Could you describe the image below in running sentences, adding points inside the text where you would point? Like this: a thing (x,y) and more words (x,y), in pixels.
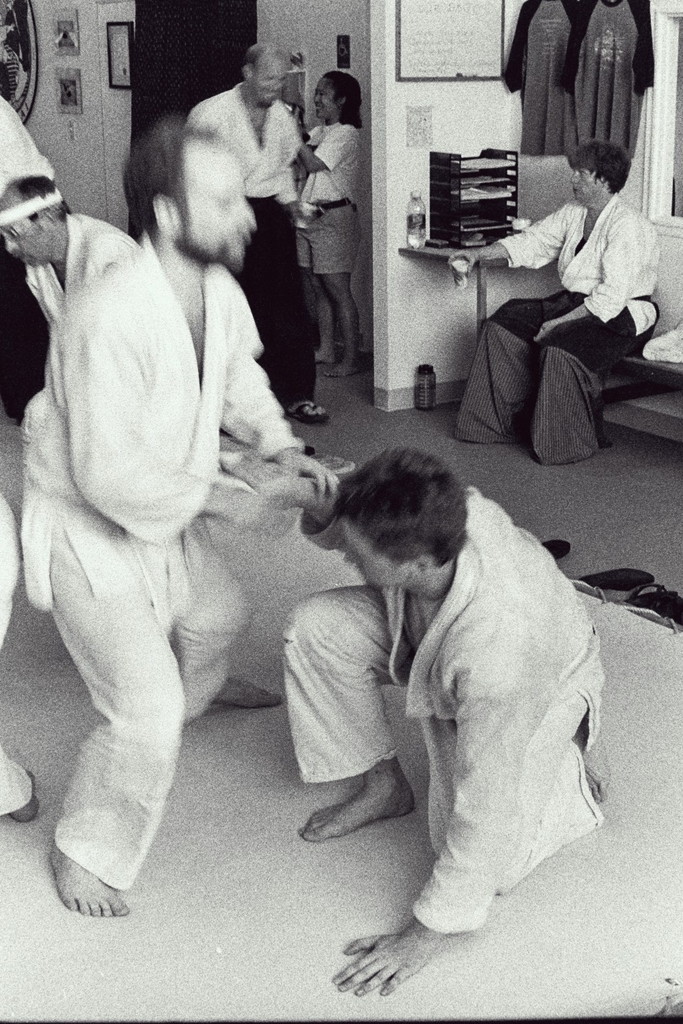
In this picture there are two persons (321,618) fighting. At the back (295,253) there are two persons (292,173) standing and there is a person (566,373) sitting on the chair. There is a bottle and there are objects (469,190) on the table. There are frames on the wall (362,135). At the top (544,13) there are t-shirts (552,19) hanging on the wall (631,178). At the bottom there is a bottle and there are footwear's (660,586).
